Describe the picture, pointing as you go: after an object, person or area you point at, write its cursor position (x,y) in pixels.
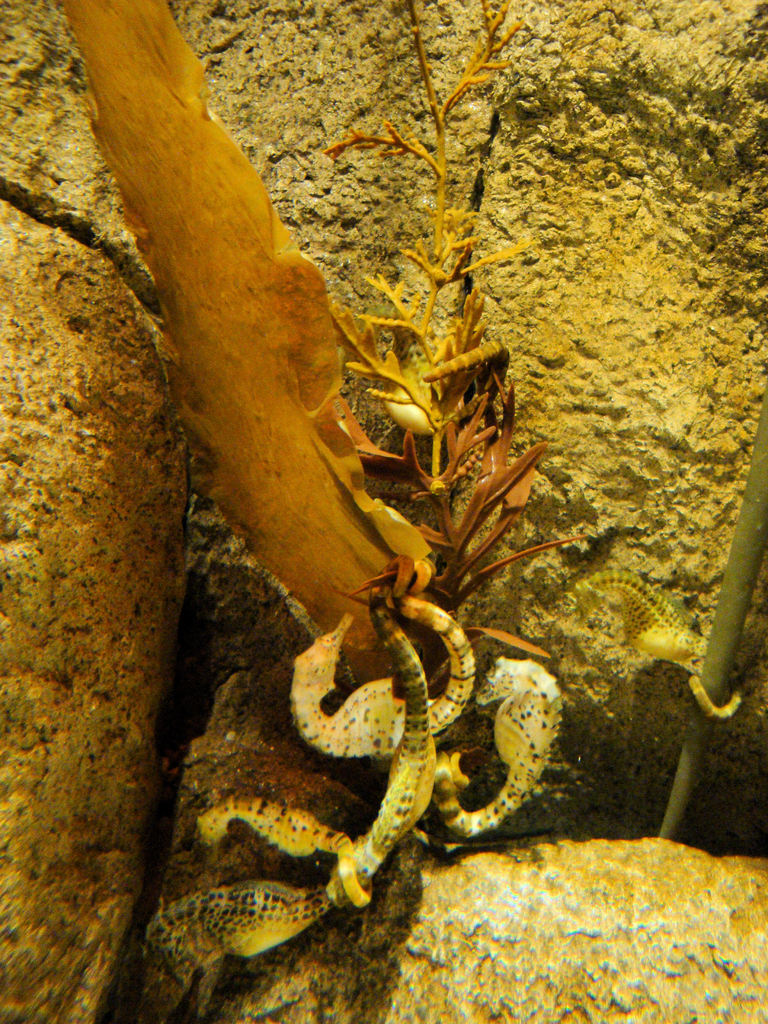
In this image, we can see seahorses (412,752) and at the background (487,850), there are rocks (532,394).
